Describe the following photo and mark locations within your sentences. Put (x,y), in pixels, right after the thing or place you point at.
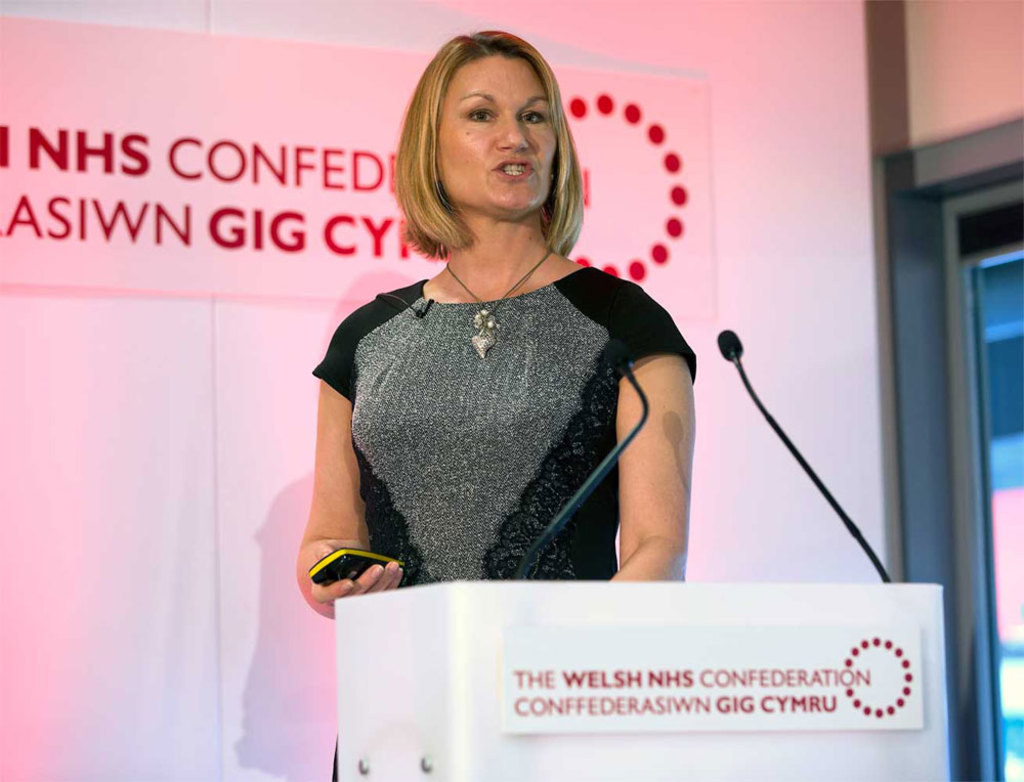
In the foreground of this picture (522,341), there is a woman (522,323) standing near a podium (746,726) holding a remote like structure (328,581) in her hand (375,576). In front of her there are two mics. In the background (730,160), there is a screen (704,136), wall (918,66) and a glass window (1012,476).
